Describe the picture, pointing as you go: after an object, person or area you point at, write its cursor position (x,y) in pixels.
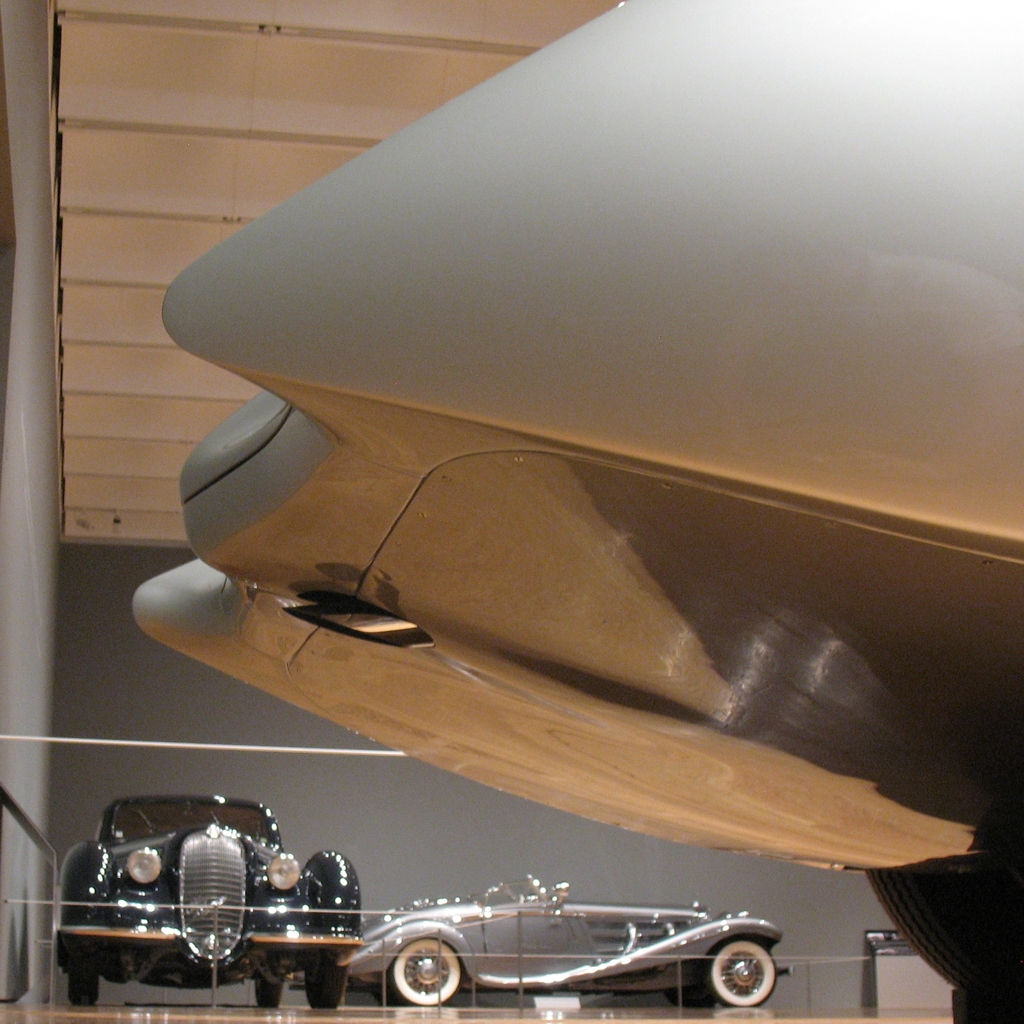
In this picture there are two cars (475,930) which is parked near to the wall (837,973). At the bottom (792,810) i can see the car's bonnet (870,759) and wheel (1021,912). At the top (173,58) there is a shed (173,58). On the left (33,621) there is a pole (33,341).
